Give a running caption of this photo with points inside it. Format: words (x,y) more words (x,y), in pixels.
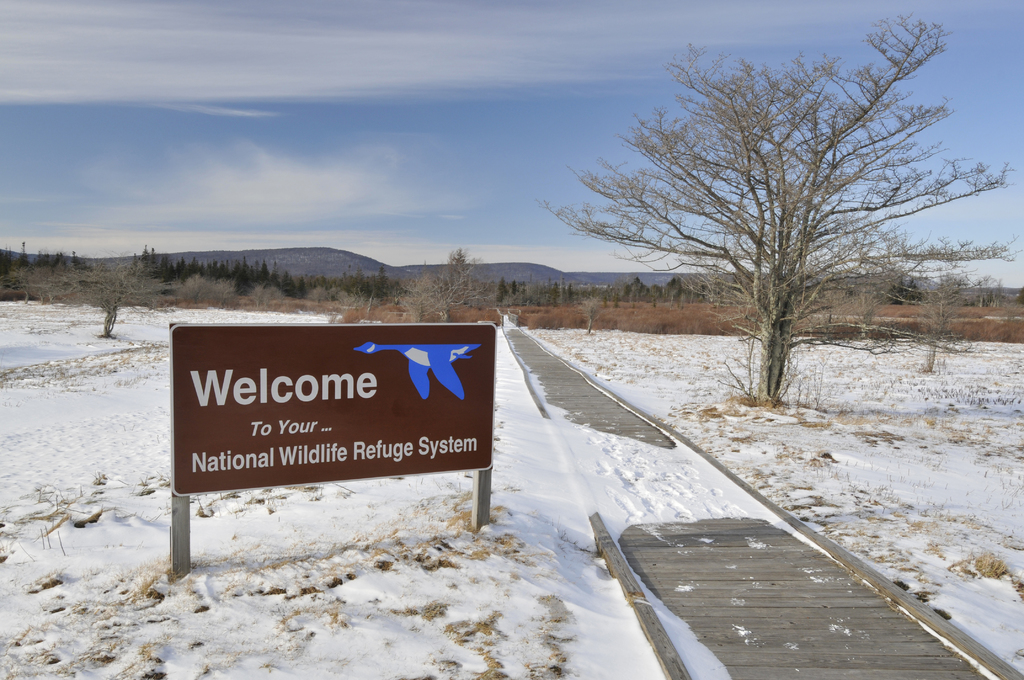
In the picture we can see a wooden pathway (848,678) on the other side of the path (675,438) we can see a snow surface (567,577) with a board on it, we can see welcome to your national wildlife refuge system, and on the other side we can see a dried tree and in the background (98,297) also we can see trees (388,295), hills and sky (466,192).
